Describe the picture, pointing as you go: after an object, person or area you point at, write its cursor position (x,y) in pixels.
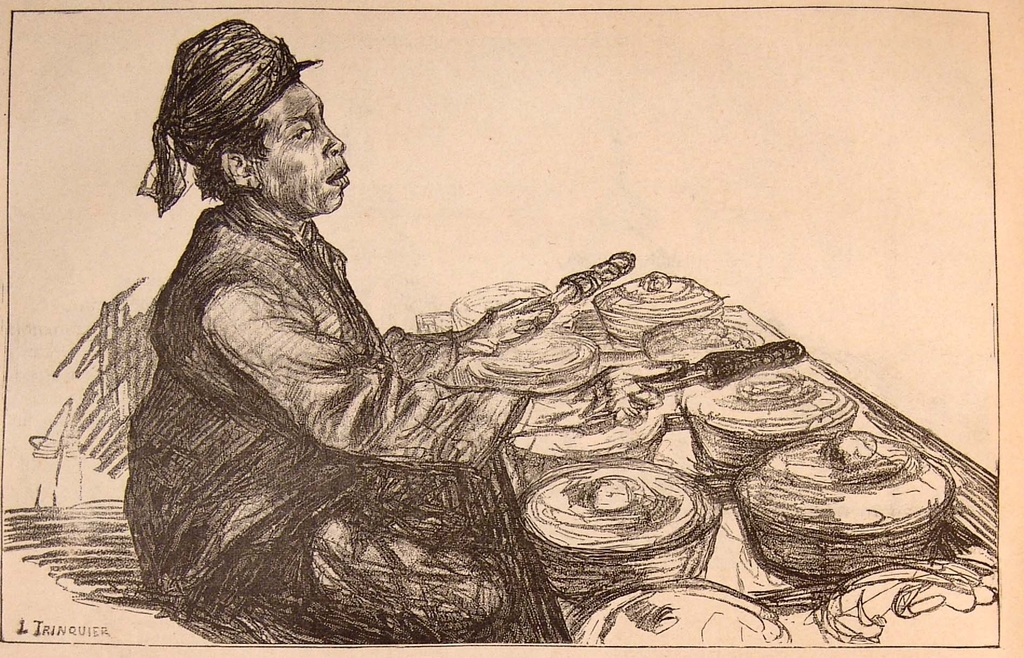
In this image I can see a drawing (363,389). The background (578,250) is white in color. At the left hand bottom I can see some text (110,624).
